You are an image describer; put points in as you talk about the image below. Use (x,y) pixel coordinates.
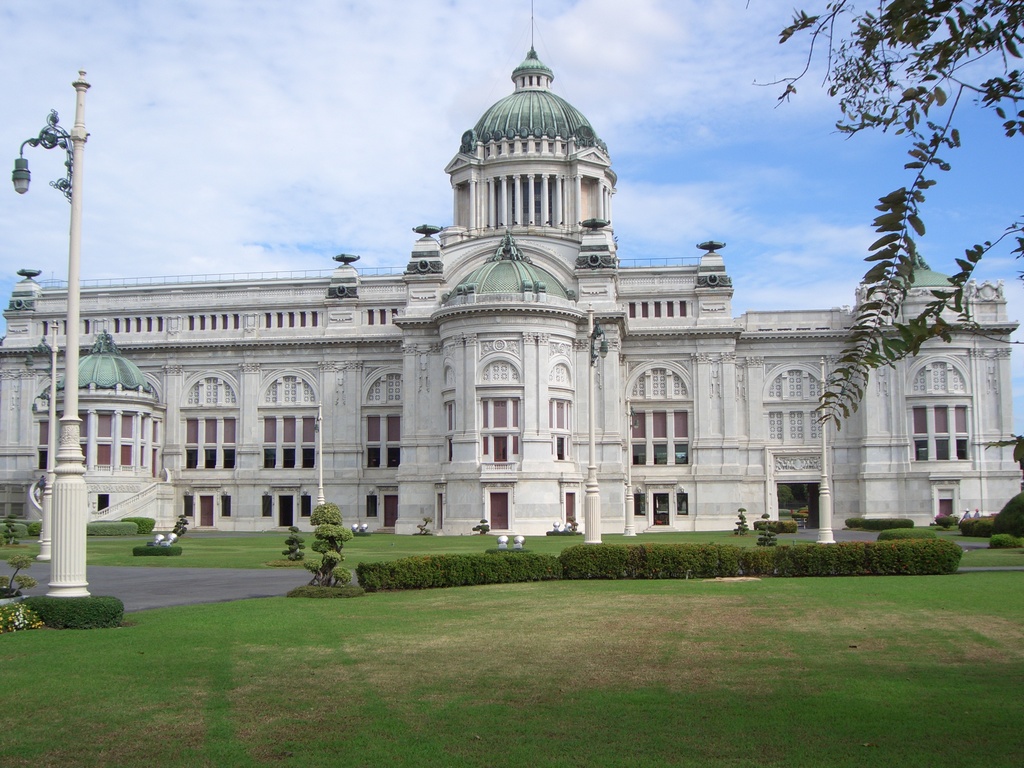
In this image I can see on the left side (52,127) there is a lamp (84,112). At the bottom (885,559) there are bushes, in the middle (383,474) there is a building (603,429), at the top (452,89) there is the sky (472,80). On the right side (976,12) there are branches (1005,88) of a tree (914,4).
